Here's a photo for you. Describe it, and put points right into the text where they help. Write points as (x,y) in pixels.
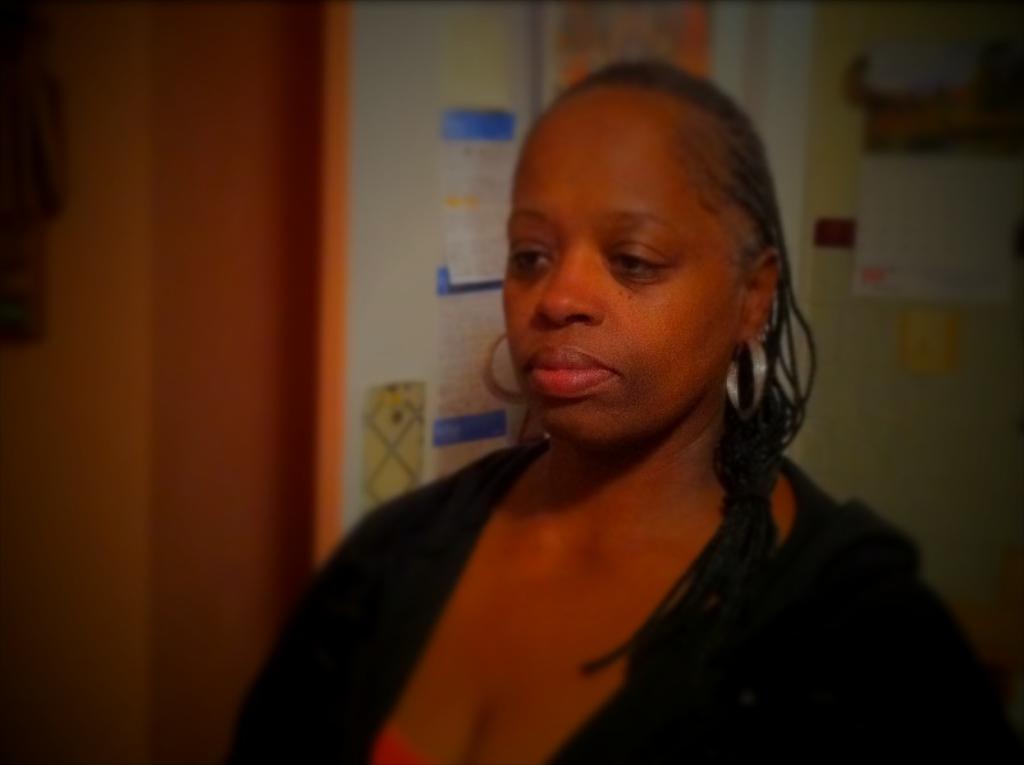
In this image there is a woman (650,489), and in the background (410,421) there are papers (412,418) stick to the wall (372,260).
